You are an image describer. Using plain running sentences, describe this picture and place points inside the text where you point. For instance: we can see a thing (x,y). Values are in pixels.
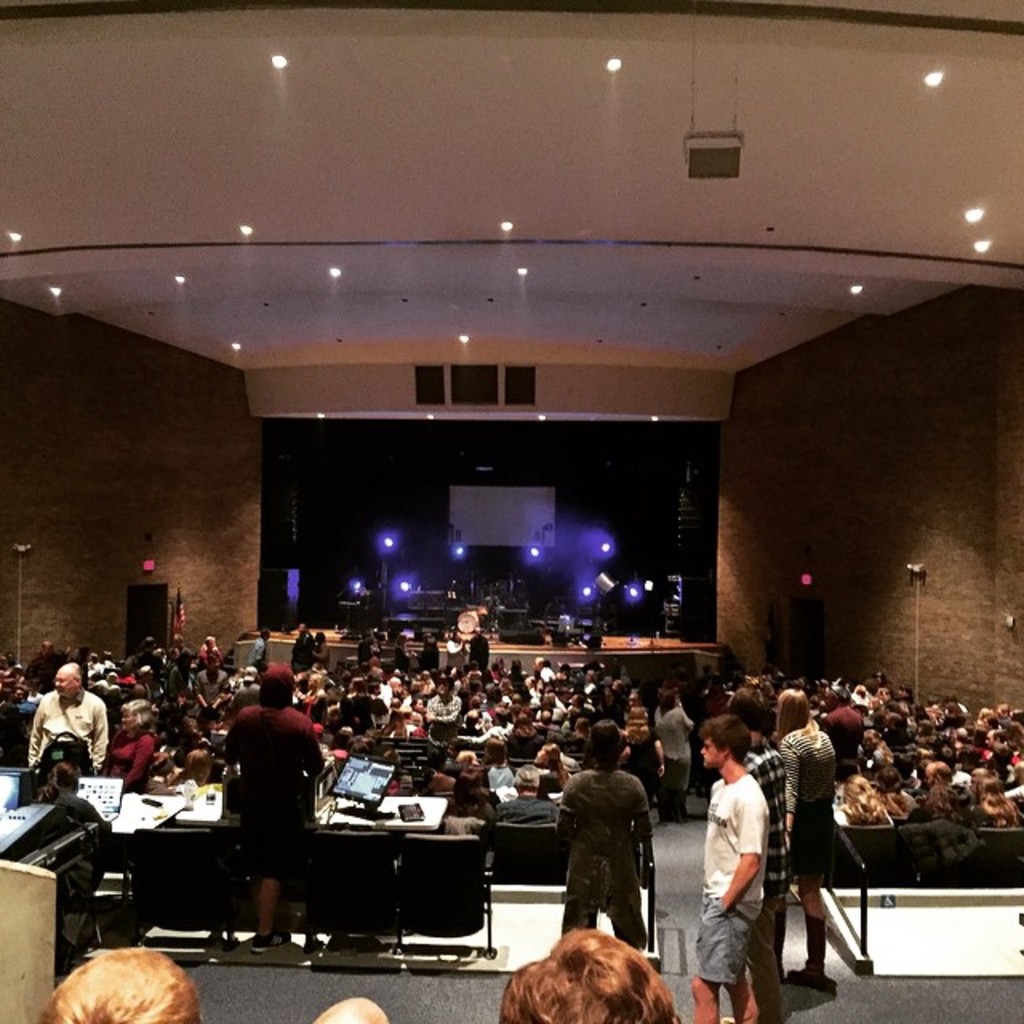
In this image I can see number of persons (466,737) are sitting on chairs (401,739) which are black in color and few persons (643,828) standing. I can see few monitors (385,763) and in the background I can see the stage (588,644) and on the stage (593,611) I can see few lights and a screen (472,520). I can see the ceiling (570,279) and few lights (501,223) to the ceiling (289,231).
